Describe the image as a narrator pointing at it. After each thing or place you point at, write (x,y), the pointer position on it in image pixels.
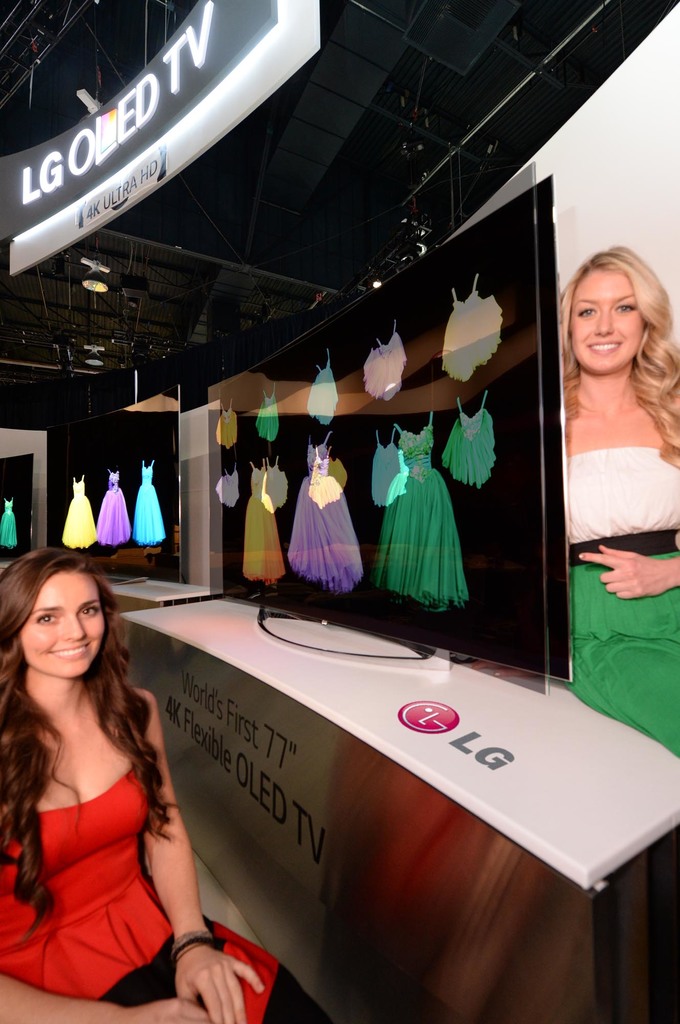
In this picture we can see two women (105,698), they both are smiling, in front of them we can see a television (333,430) on the table (444,701), in the background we can find a hoarding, few metal rods (146,242) and lights (87,347).
